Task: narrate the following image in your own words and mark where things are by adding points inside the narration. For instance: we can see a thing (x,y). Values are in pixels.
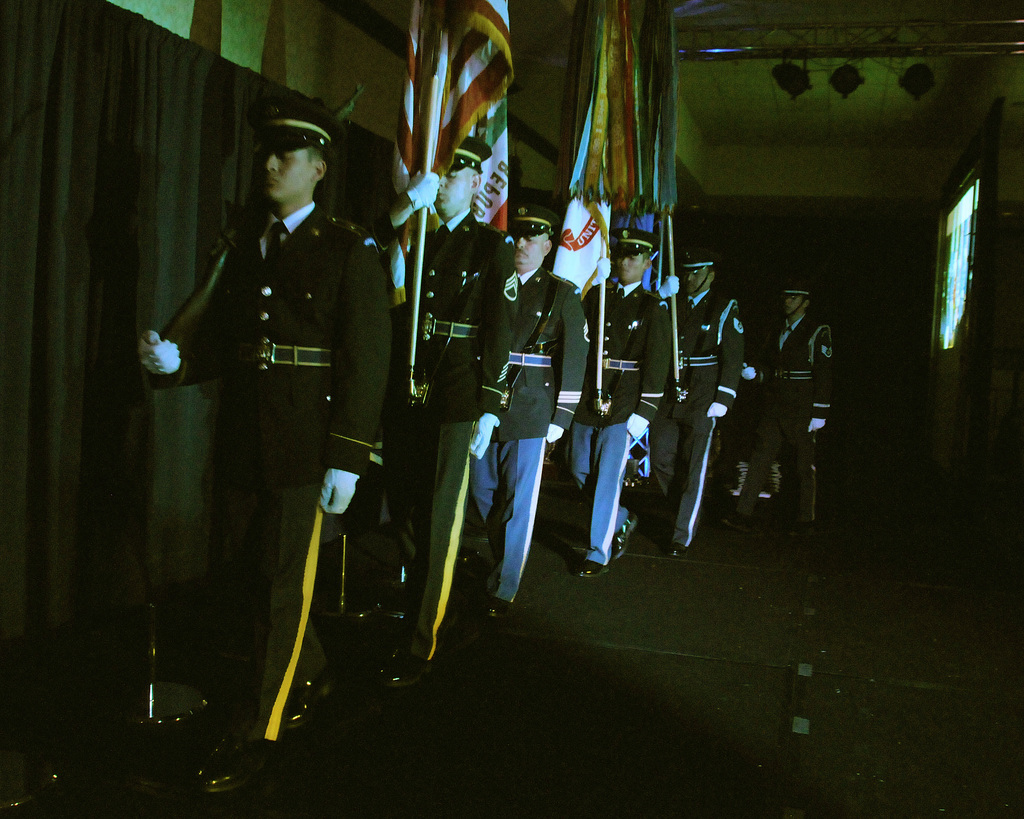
In this image we can see some persons (479,260) wearing uniforms (315,320) and holding the flags (610,186) and walking on the path (671,645). We can also see the curtain (137,109) and also the screen (950,248). At the top (929,163) there is ceiling (810,147) and also the focus lights (856,87) to the rod (944,53).
